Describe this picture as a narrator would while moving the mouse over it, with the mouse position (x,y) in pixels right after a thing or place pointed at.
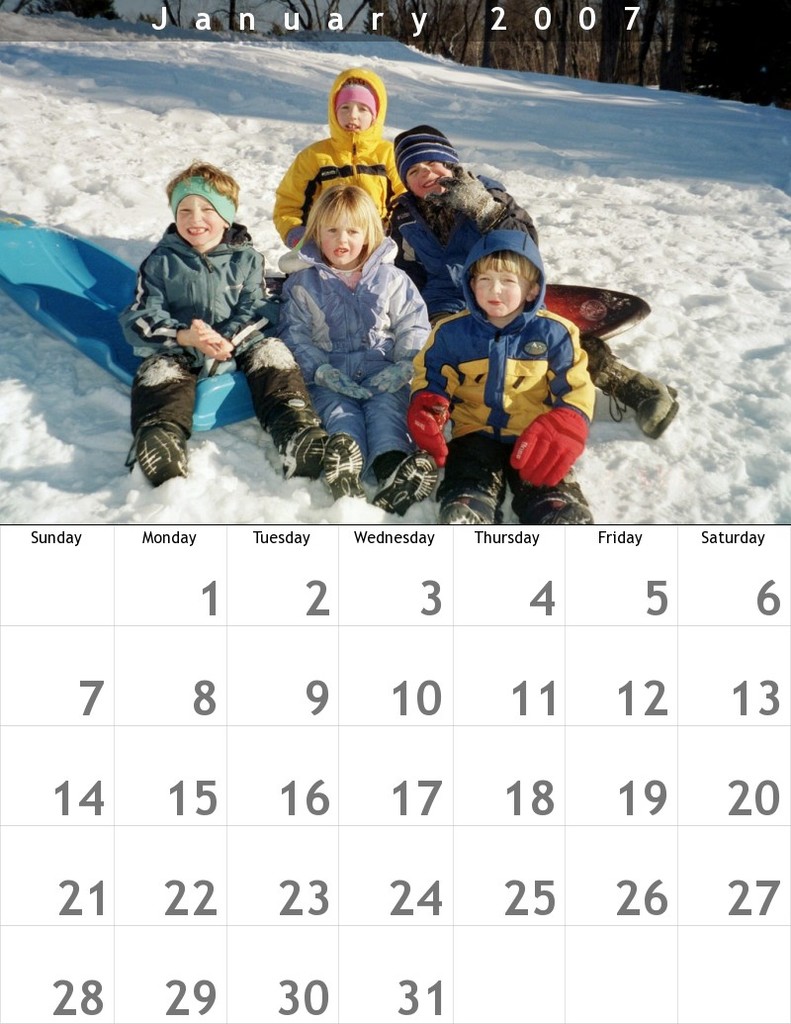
In this image I can see the calendar (497,630). To the top (454,294) I can see a picture (414,388) in which I can see few persons (431,268) and some snow (629,235) on the ground (629,171).
